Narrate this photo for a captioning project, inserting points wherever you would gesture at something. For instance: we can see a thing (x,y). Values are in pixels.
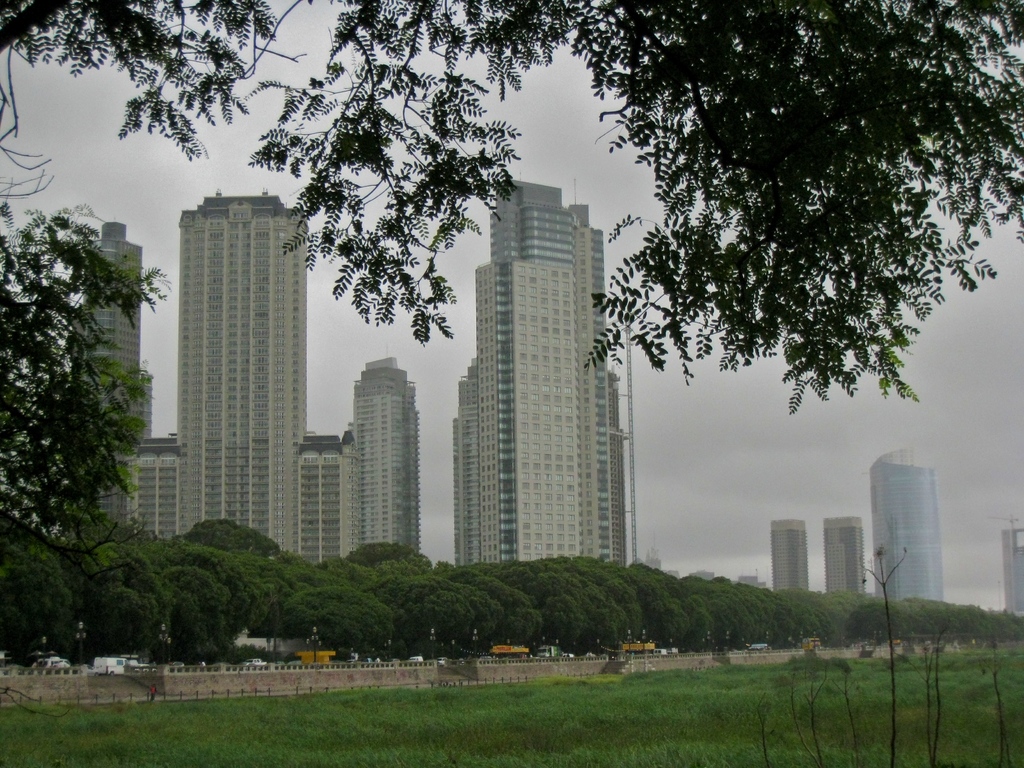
In the center of the image (510,400) we can see buildings (458,440), trees (453,583), bridge (217,676), vehicles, electric light poles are there. At the bottom of the image (736,700) we can see a grass (730,698). At the top of the image (511,168) there is a sky (441,264).
